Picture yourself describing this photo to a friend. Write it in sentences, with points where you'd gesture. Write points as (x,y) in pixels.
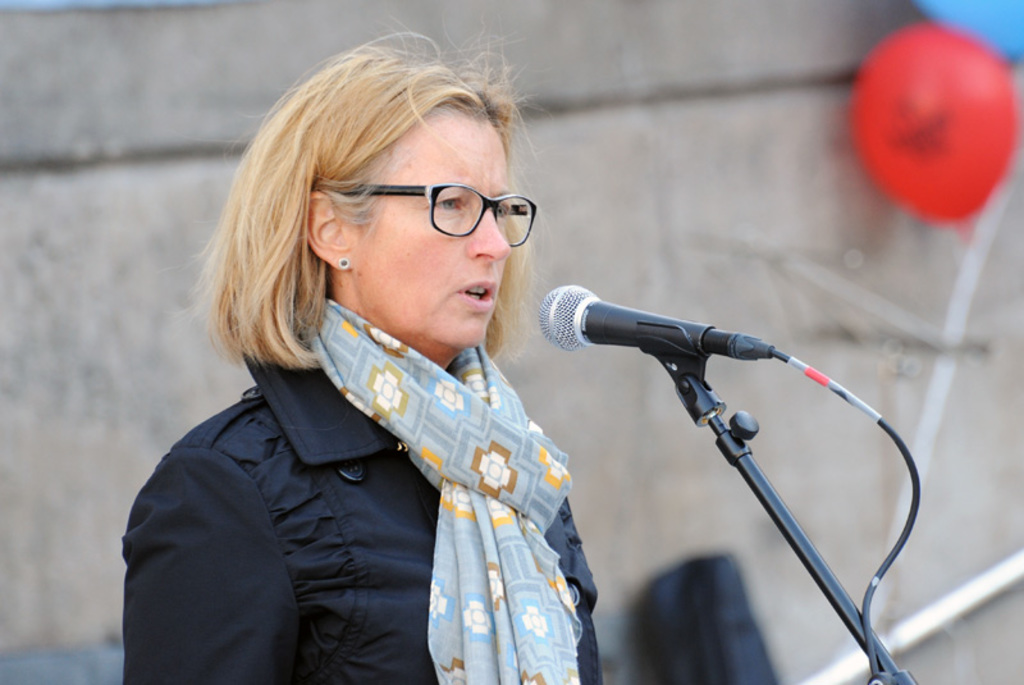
In the center of the image (448,252), we can see a lady (396,275) wearing glasses (402,191) and a scarf (445,523) and there is a mic (683,369) in front of her. In the background (613,76), there is a wall (635,104) and we can see balloons (945,112).
